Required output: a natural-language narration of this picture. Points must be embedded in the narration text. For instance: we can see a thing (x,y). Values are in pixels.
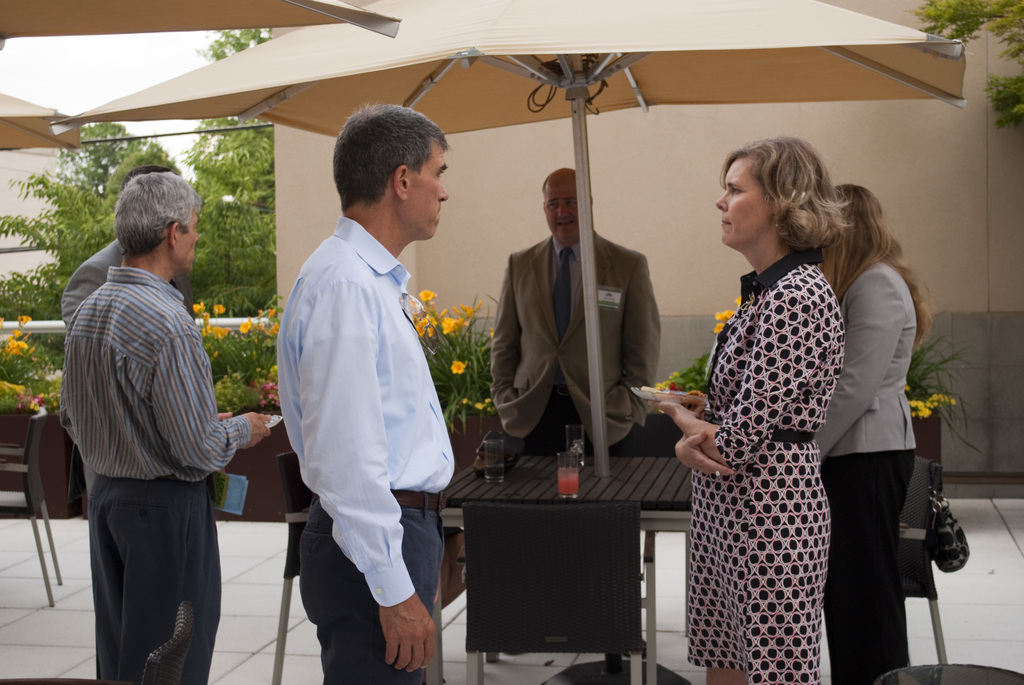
In the center of the image (399,413) there are people (392,483) standing. There is a table (475,480). There are chairs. In the background of the image (680,216) there is a wall (526,145). There are trees (248,224).
